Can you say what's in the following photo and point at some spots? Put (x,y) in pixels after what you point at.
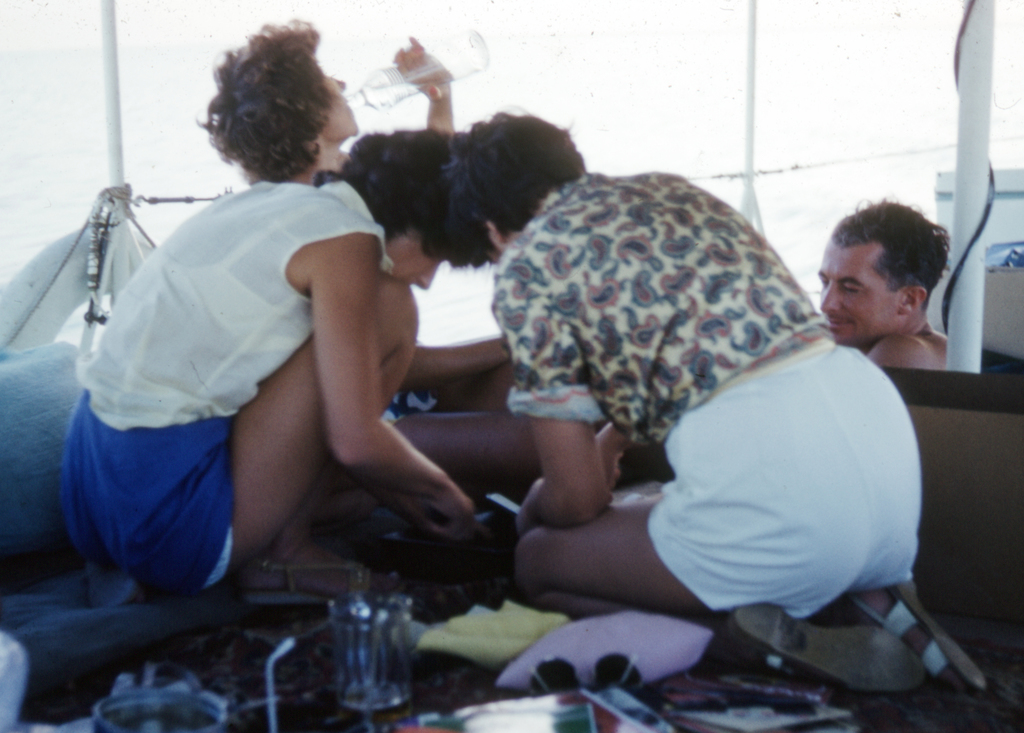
In the center of the image (455,448) we can see a few people (504,455) are sitting and they are in different costumes (825,429). Among them, we can see two persons (555,419) are holding some objects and one person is holding a bottle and she is drinking water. In front of them, we can see one rug (299,723). On the rug (239,731), we can see one glass (409,688), sunglasses (566,686), one yellow color object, books (571,708) and a few other objects (578,653). In the background (54,396) we can see the poles (985,233) and a few other objects (954,182).
